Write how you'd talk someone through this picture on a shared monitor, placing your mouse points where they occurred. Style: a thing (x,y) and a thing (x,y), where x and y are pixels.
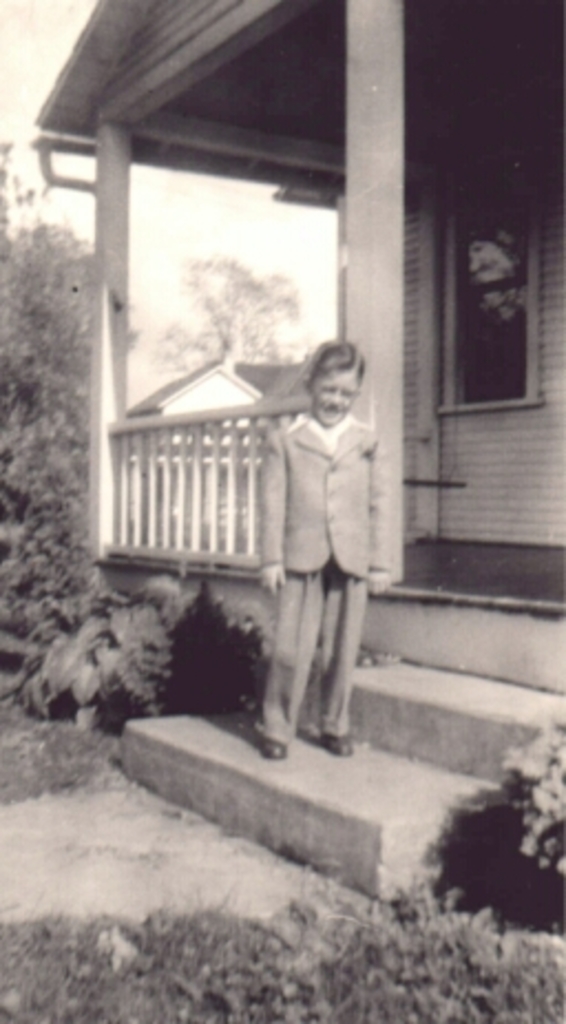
In this image we can see a boy (330,551) is standing on the stairs (324,791). There are some plants (310,965) at the bottom of the image (263,948). In the background (227,293), we can see houses (542,280), trees (34,394) and the sky (66,172).
